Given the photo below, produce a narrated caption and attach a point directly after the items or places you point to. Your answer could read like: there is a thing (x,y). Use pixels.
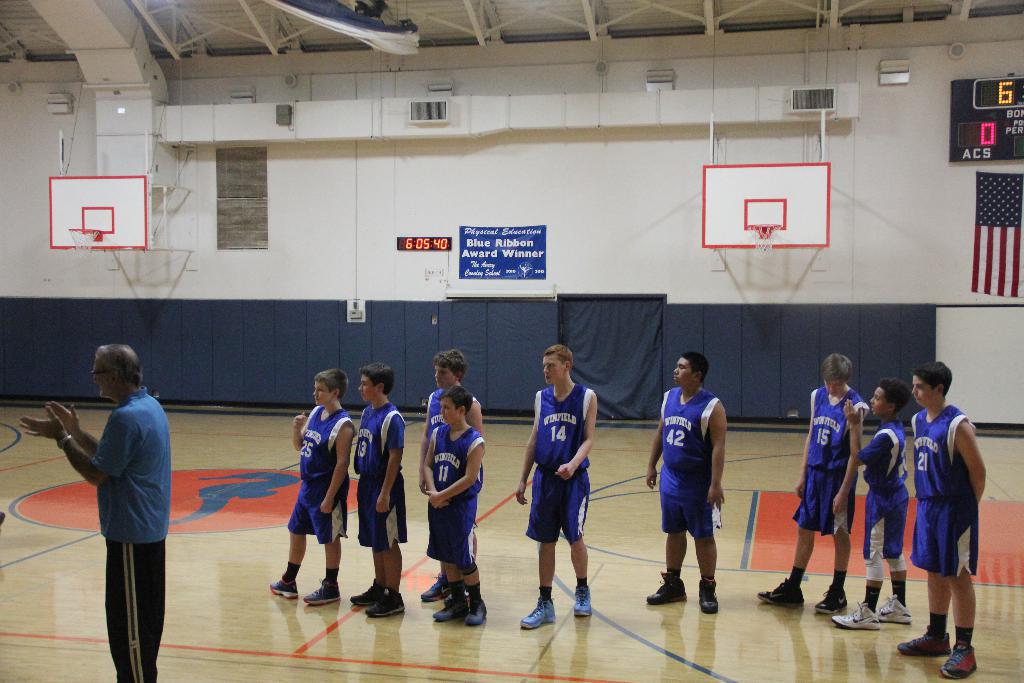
In this image we can see a group of persons (388,514) standing. Behind the persons (477,596) we can a wall (520,280) with AC vent (801,103), baskets (104,232) and a banner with text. At the top (654,8) we can see the roof (532,31). On the right side (1005,203), we can see a flag (996,192) and a scoreboard (965,137).
